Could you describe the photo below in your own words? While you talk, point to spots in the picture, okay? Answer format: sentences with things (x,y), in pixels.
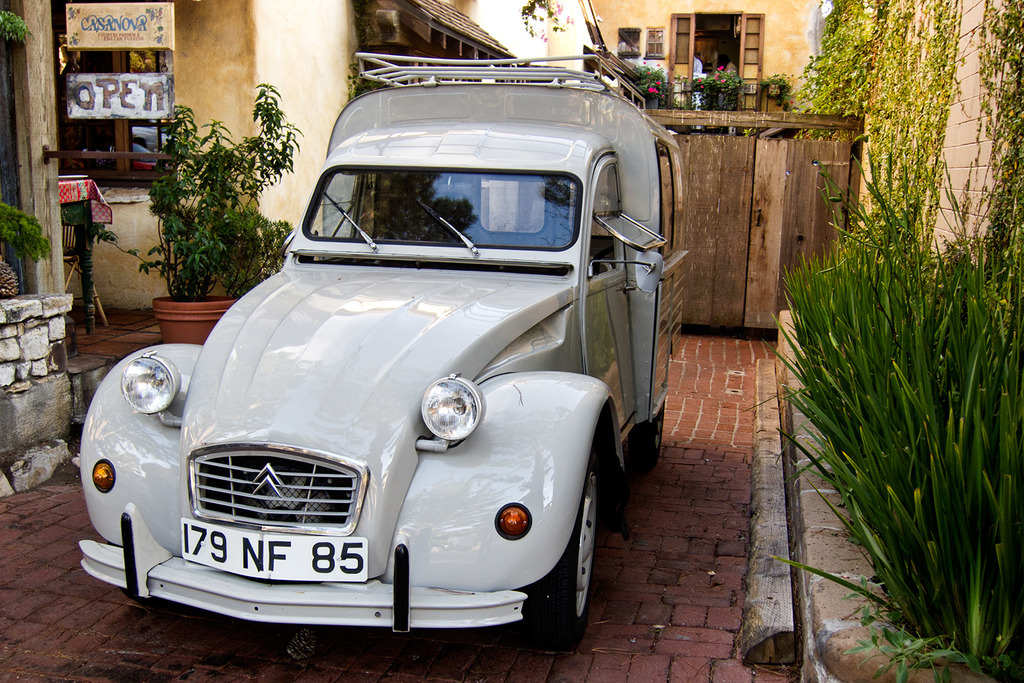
It is a car (414,398) which is in white color, in the right side (880,245) these are the green plants (913,410).
